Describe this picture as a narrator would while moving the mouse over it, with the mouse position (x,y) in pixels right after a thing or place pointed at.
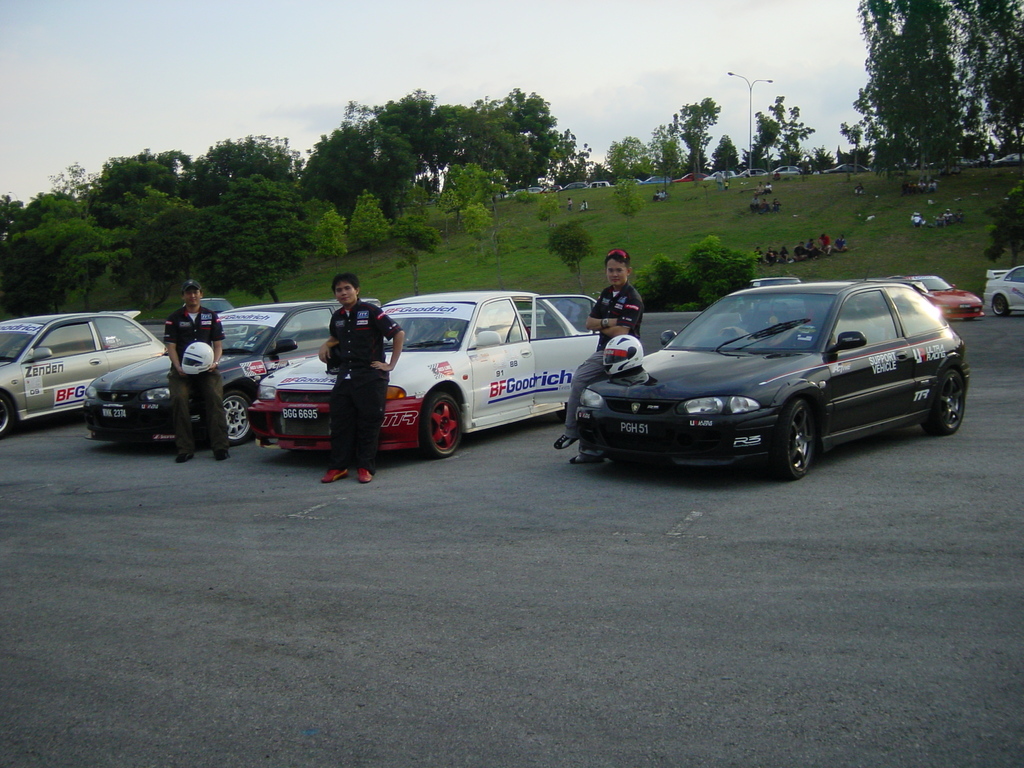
This picture is clicked outside. In the center (678,414) we can see the group of cars (851,388) and we can see the group of persons (345,359) and helmets (205,351). In the background (864,230) we can see the sky (811,53), trees (1003,62), plants (568,260), green grass (900,219), group of persons (722,184), vehicles (723,178) and some other objects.
